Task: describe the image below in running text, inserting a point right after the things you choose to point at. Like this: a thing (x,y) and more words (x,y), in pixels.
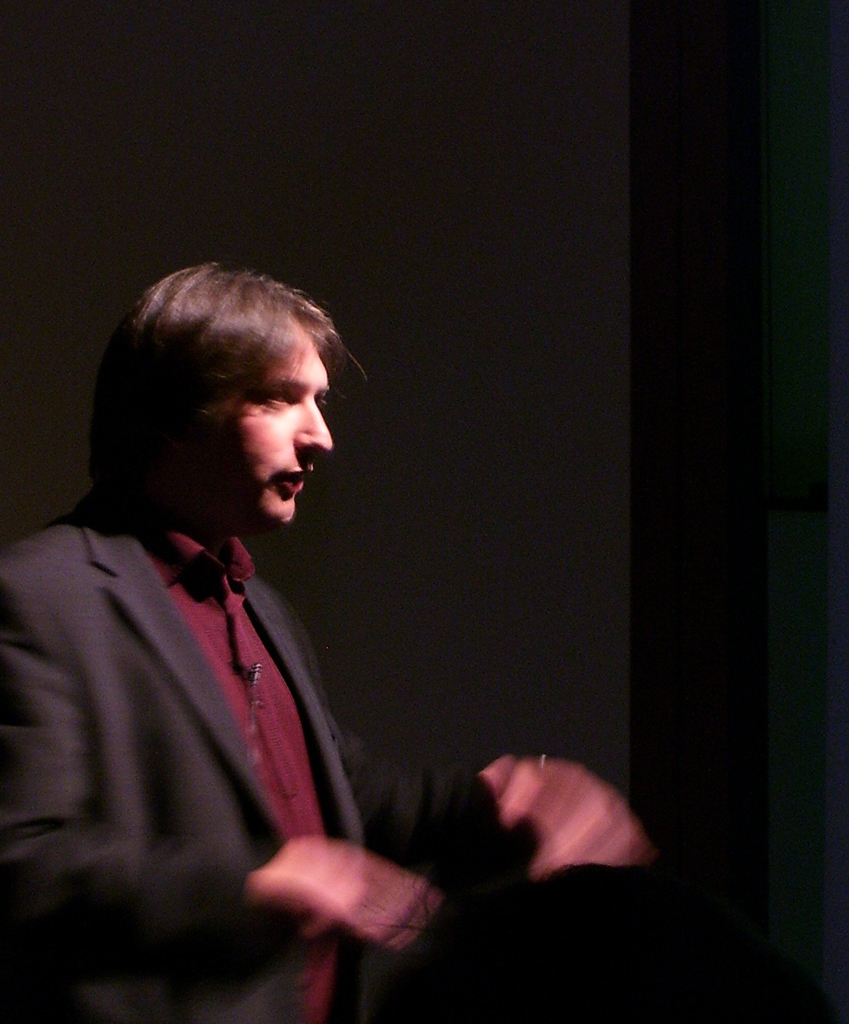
In this image there is a person (253,783) standing, in the background (94,188) it is dark.
